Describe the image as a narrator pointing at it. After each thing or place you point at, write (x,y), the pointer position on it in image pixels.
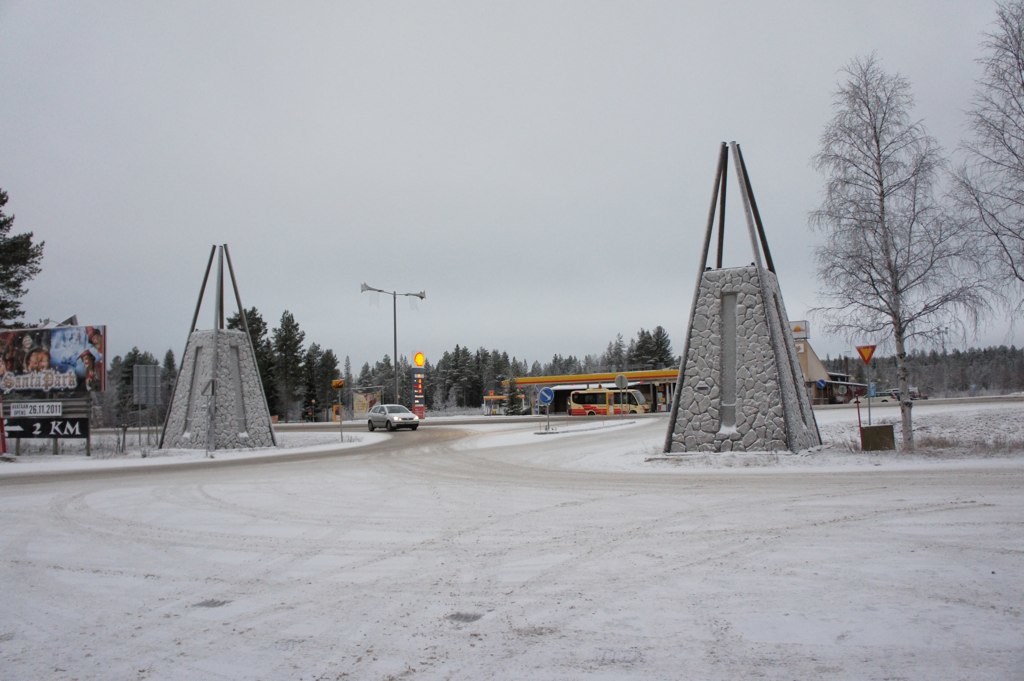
To these memorial stones (708,316) there are rods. Here we can see hoarding (49,342), sign board (141,399), light pole (394,312), vehicles (396,405) and trees (634,365). Background (498,163) we can see the sky (449,188).
